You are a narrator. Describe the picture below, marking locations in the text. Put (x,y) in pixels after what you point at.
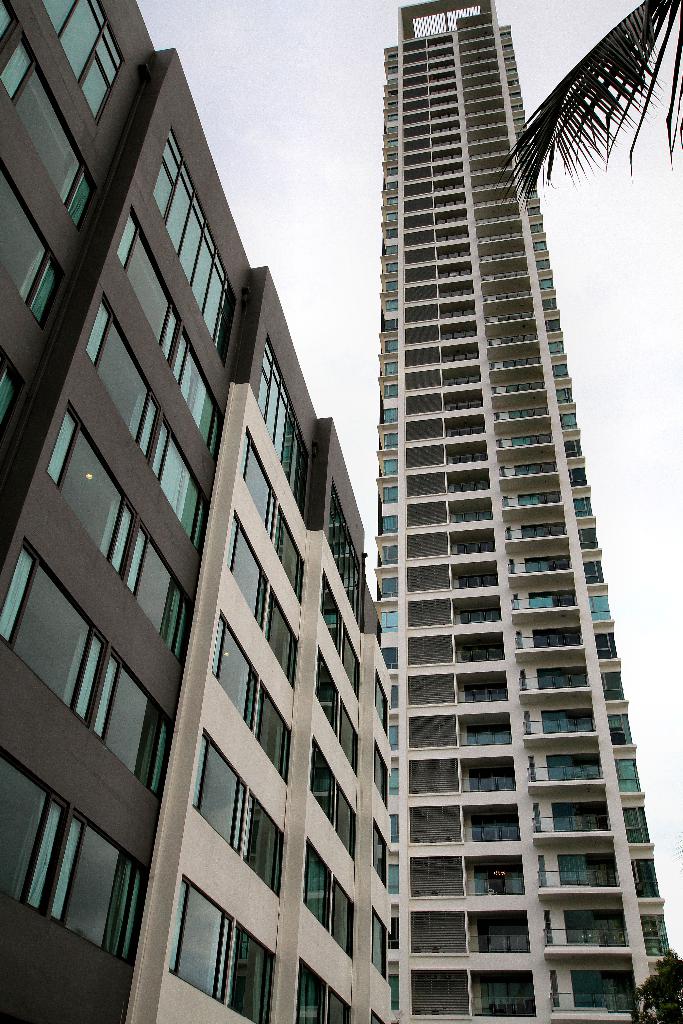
This image consists of a building (361,685) and a skyscraper (490,687). To the right top (630,60), there is a coconut tree (624,72). At the top (284,101), there is sky (319,157).
